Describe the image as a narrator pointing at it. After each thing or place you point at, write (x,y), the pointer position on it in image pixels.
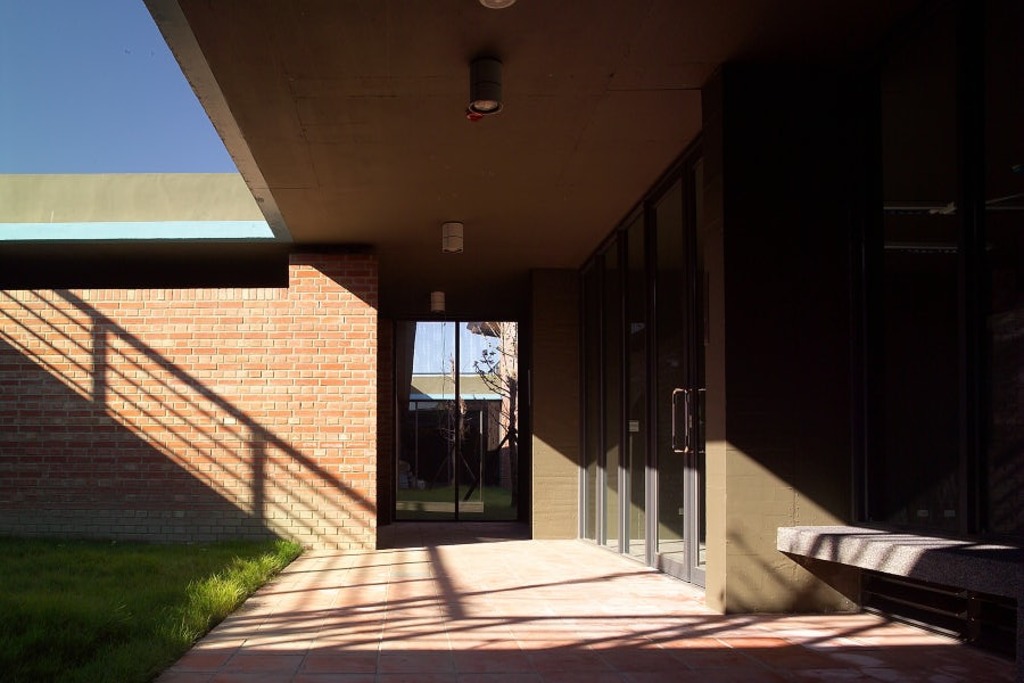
In this image we can see house (343,378), glass doors (487,414), brick wall (290,432), on left side of the image (124,650) there is grass (80,558), on top of the image (91,119) there is clear sky (84,139).
